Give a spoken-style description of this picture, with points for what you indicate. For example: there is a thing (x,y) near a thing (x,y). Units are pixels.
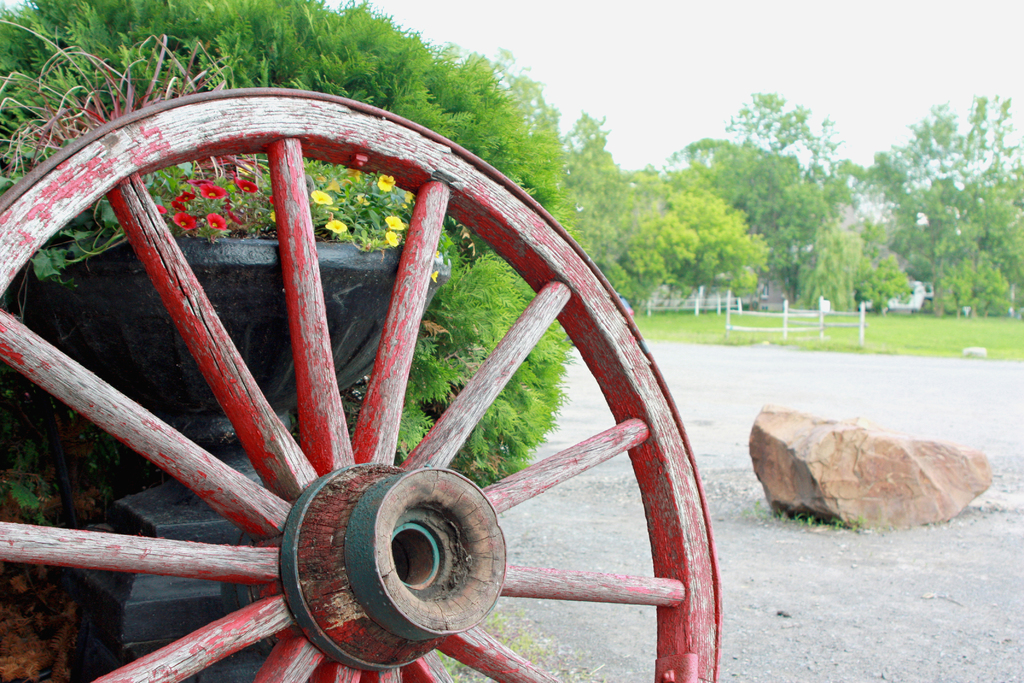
In the image we can see in front (196,652) there is a wheel (543,324) which is kept on the road (807,592). Behind there are plants (326,208) kept in a pot (271,309). On the other side there are lot of trees (809,256).
